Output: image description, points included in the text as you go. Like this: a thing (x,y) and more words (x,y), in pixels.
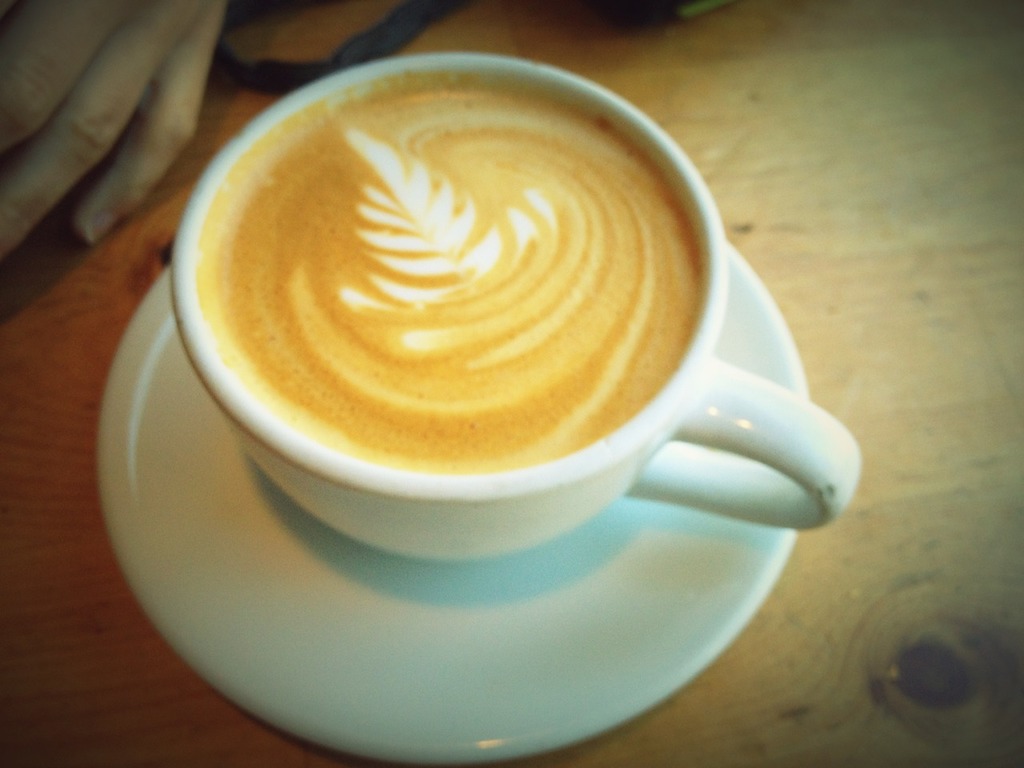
This is a picture of a cappuccino (422,289) in a cup (363,518) with a saucer (660,508), and at the background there is a person hand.
